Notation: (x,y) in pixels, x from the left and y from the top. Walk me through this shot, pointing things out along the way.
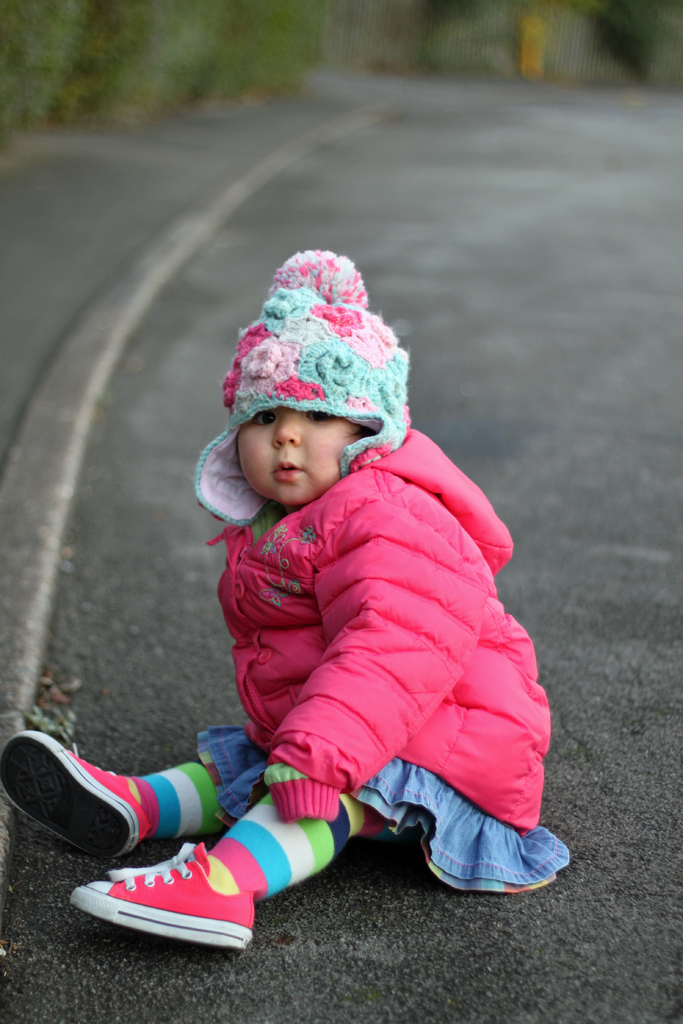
In this image we can see a girl (299,634) wearing a jacket (398,614) is sitting on the road (443,975).
